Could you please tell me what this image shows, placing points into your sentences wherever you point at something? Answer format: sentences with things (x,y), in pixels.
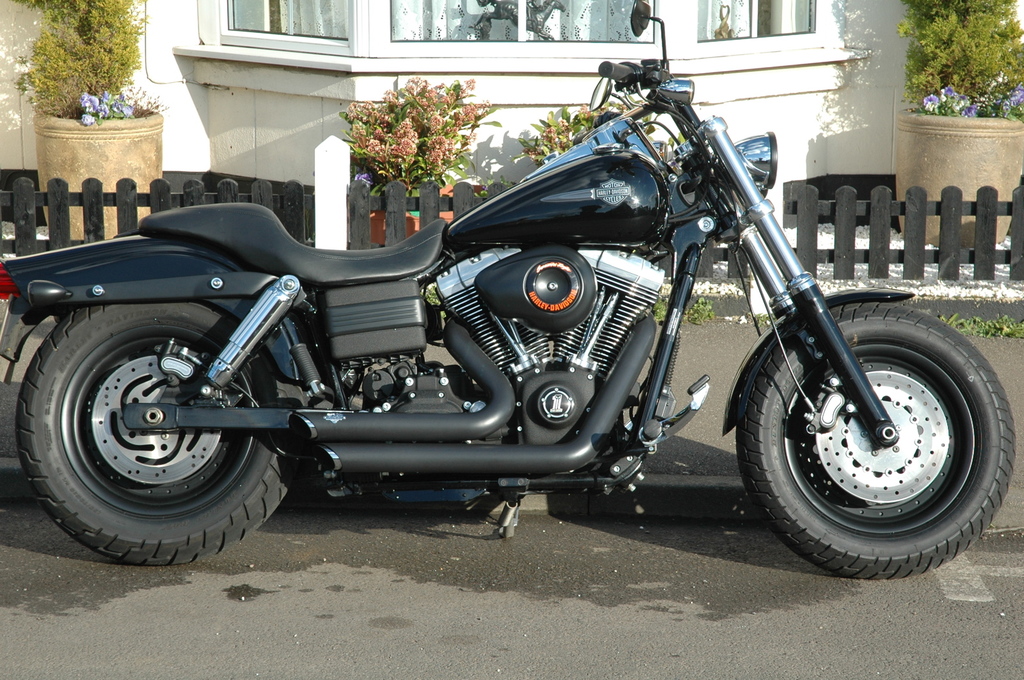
In this image I can see a motorbike (452,404) on the road (552,548). And in the background (544,72) there is a building (372,90), plants (390,148), flowers (102,112), pots (131,135) and wooden fence (21,195).
